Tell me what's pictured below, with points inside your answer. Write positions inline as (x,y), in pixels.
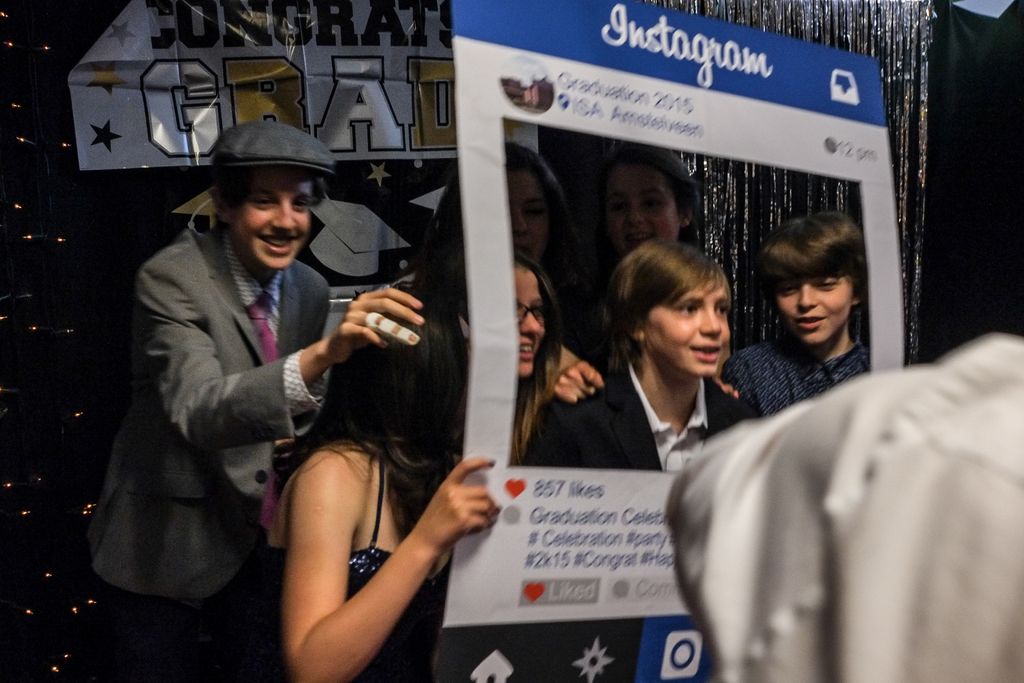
In this image I can see few people (952,568) are standing and one person (457,537) is holding the board (489,438). I can see few decorative items (236,87) and the image is dark.
